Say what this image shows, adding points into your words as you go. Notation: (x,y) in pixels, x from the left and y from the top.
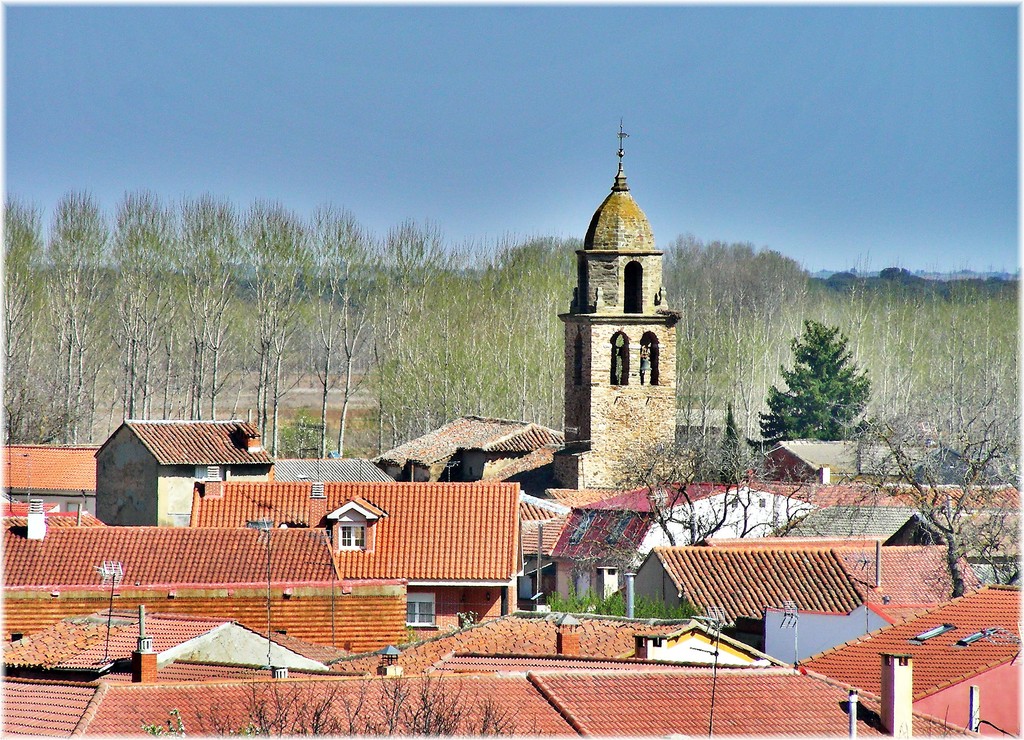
In this image I can see few houses (624,516), windows (348,528) and few green trees (778,363). The sky (109,114) is in blue color.
